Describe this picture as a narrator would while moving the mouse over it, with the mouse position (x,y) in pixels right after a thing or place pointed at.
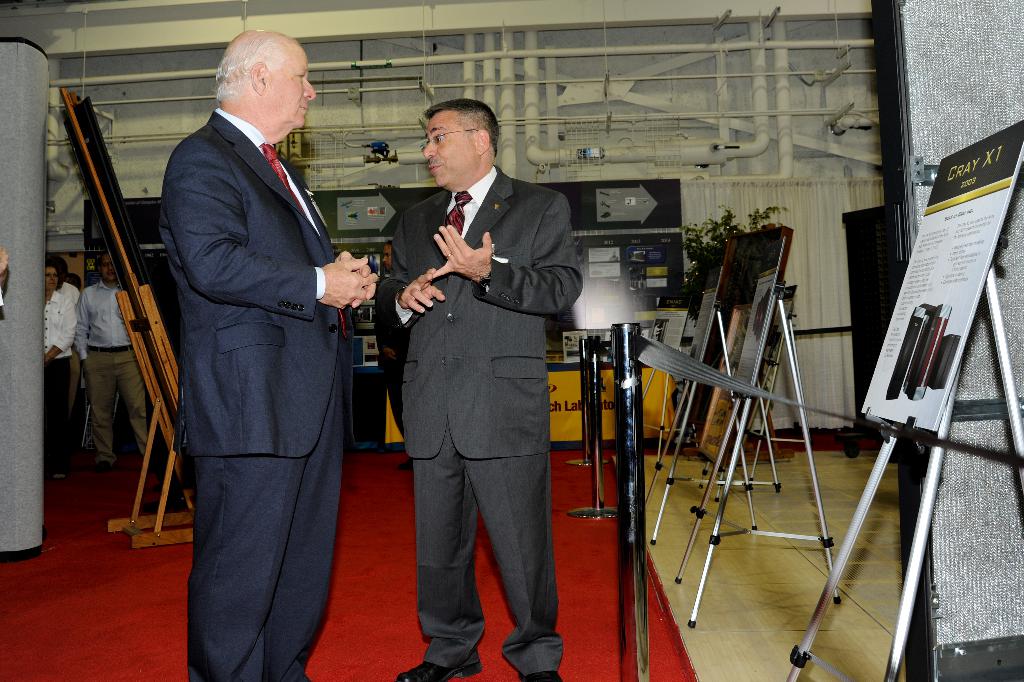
In the image we can see in front (334,375) there are men (446,225) standing and they are wearing formal suits (459,373), beside there are banners (954,283) kept on the stand (791,352). Behind there are other people (106,310) standing and there is a red carpet (346,577) on the floor (848,630).
